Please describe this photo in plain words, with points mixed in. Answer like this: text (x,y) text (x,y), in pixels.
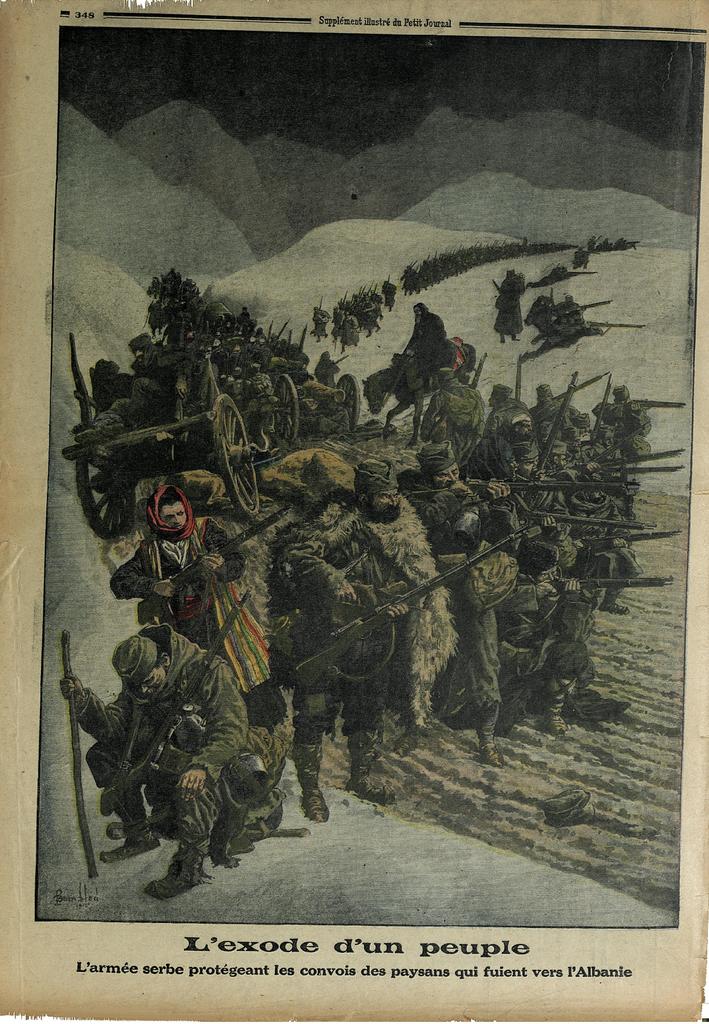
In this image, we can see a poster (202,460) with some images (237,763) and text (189,946).
